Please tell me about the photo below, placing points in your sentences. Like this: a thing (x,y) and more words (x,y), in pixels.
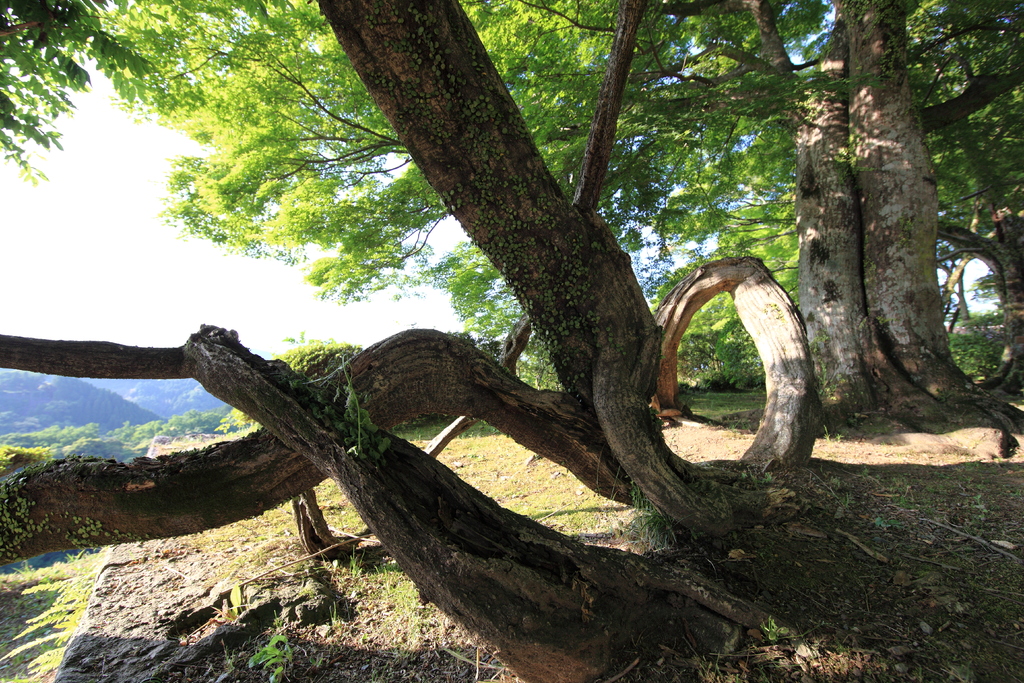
This is an outside view. Here I can see many trees (760,314) on the ground (432,623). On the left side (73,247), I can see the sky (159,248).
